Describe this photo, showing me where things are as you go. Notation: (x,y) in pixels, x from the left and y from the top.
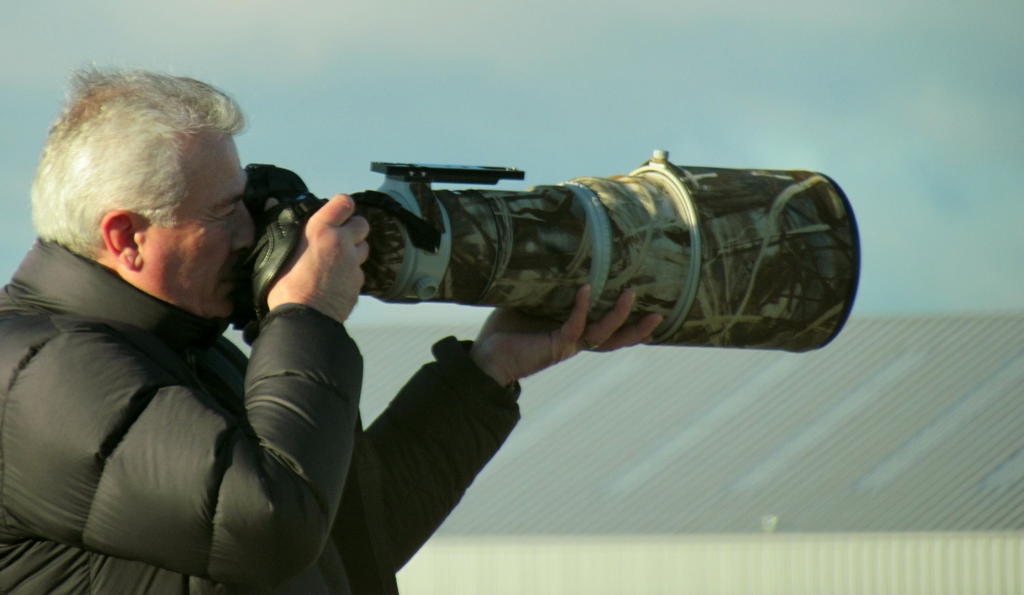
In this picture there is a man (103,216) with black jacket (247,509) is standing and holding the camera (756,328). At the top (399,110) there is sky (405,110). At the back (964,384) there is a building (1006,333).
